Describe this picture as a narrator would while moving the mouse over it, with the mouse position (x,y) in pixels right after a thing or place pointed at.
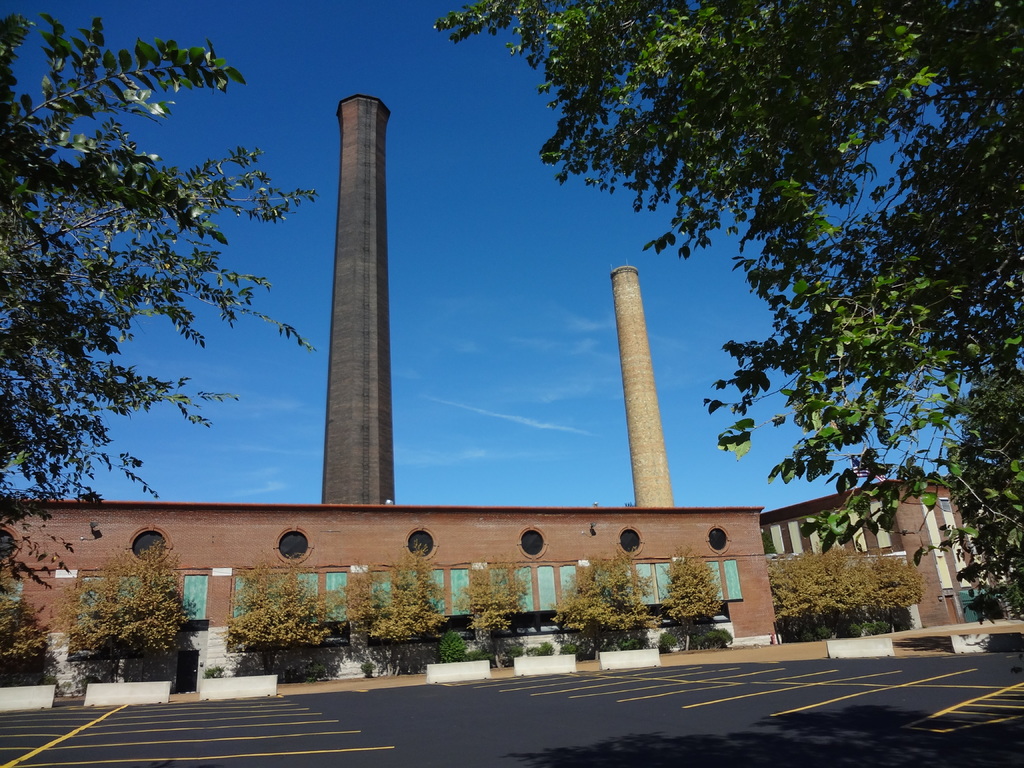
This picture is clicked outside the city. At the bottom of the picture (534,705), we see the road (580,749). On either side of the picture, we see the trees (822,228). In the middle of the picture (348,509), we see the trees (361,600) and buildings (730,522) in brown color. There are towers (340,357) in the background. At the top (459,229), we see the sky (452,212), which is blue in color.
